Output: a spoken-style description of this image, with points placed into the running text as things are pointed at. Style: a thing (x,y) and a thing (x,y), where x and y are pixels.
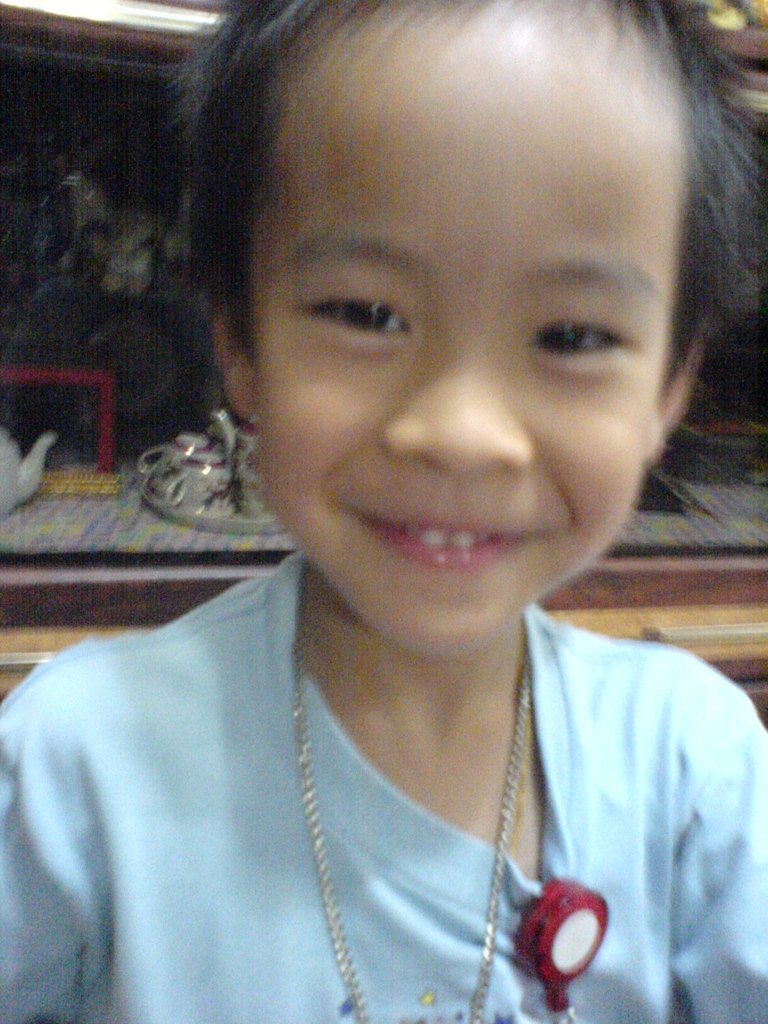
In this image I can see the person (235,381) with the blue color dress (428,868). In the background (180,484) I can see the cup (181,504), teapot (14,481) and few objects (64,486). I can see the black background (131,213).
